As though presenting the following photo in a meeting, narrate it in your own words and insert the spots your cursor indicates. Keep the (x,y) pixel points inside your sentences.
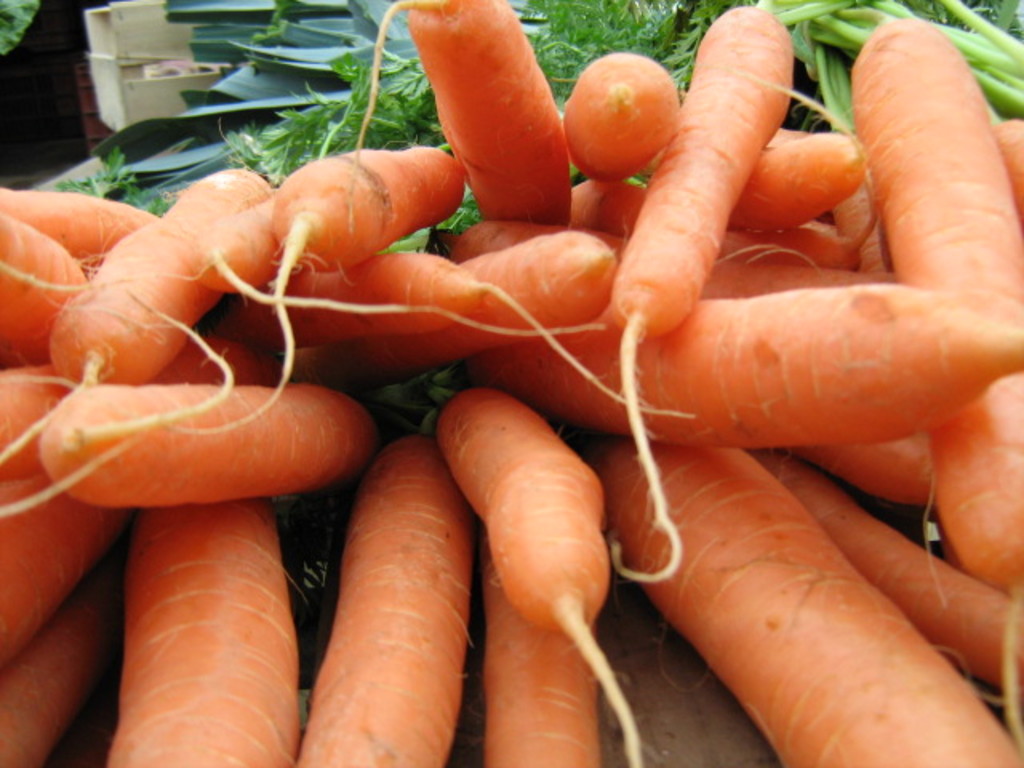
In this picture we can see some fresher carrots (461,506) in the front (356,637). Behind there are some green leafy vegetables (552,69).
